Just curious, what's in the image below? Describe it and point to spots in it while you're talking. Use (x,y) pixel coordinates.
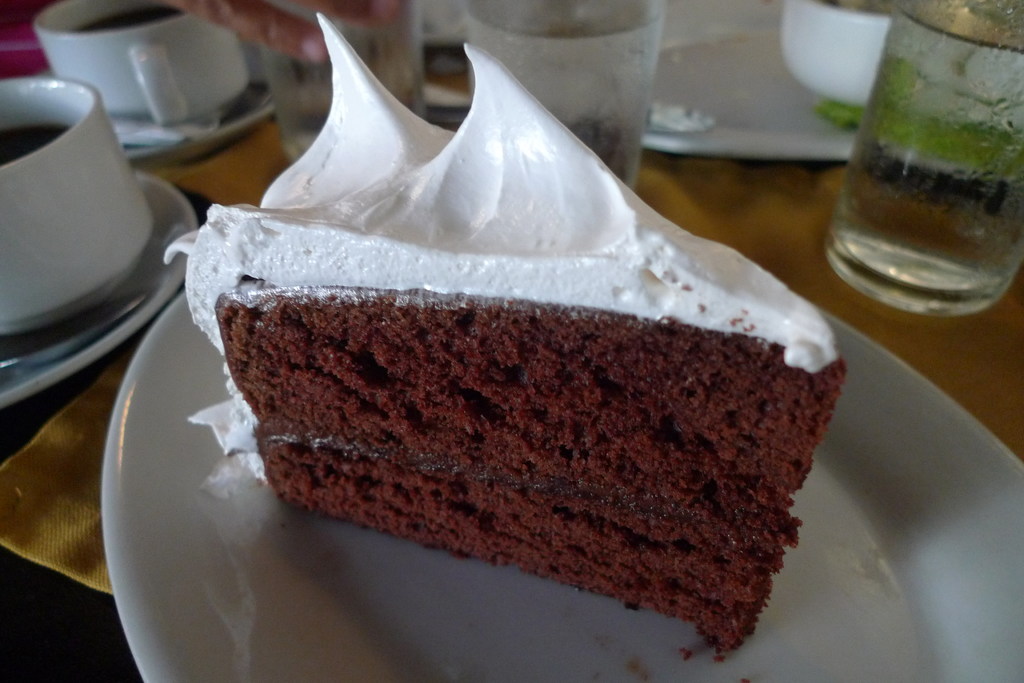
In this picture we can see cake (369,284) in a plate (850,552). In the background (161,61) we can see cups (102,154), saucers (208,130), glasses (562,99) and some objects (30,46).
